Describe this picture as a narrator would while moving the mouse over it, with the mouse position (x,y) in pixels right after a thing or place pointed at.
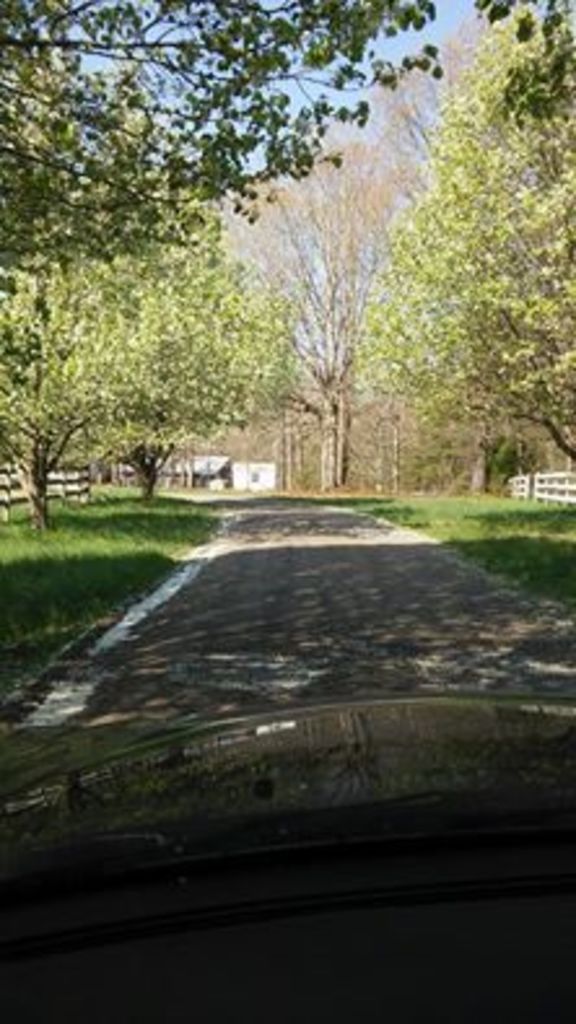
In this image I can see trees (267,445), the grass (34,615) and a road (297,627). In the background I can see fence (67,473) and the sky (282,133).
